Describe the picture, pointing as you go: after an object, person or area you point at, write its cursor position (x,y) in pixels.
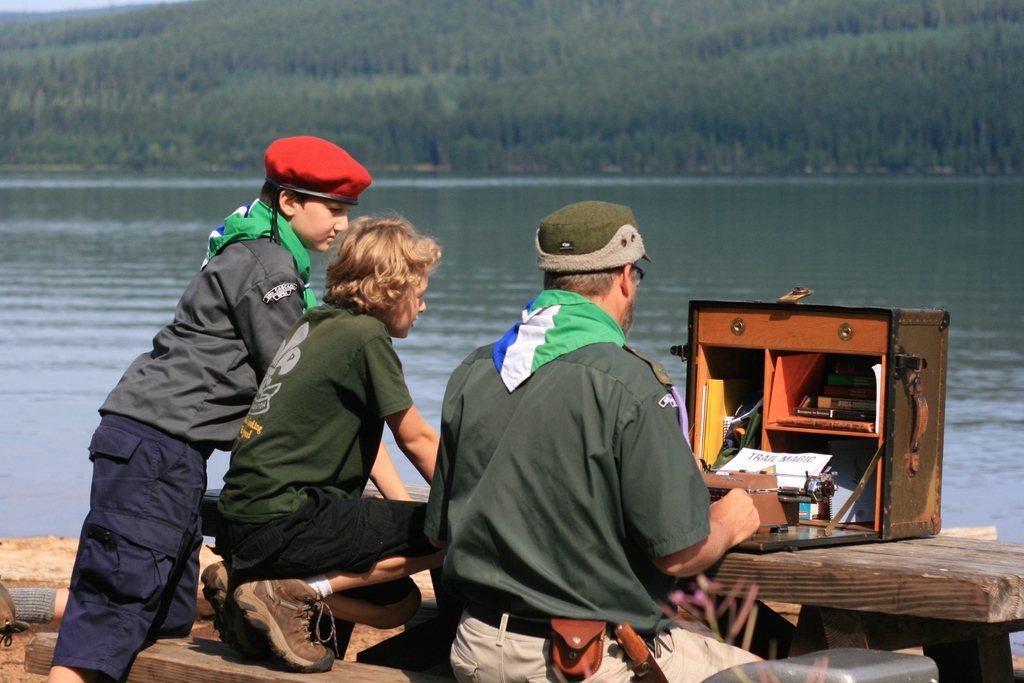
In this image there are three people (540,497) two of them are wearing caps (600,259), and on the right side of the image (770,395) there is one box (895,475) on a wooden board (807,555). In the box (910,370) there are some books (831,410), papers (780,461), files (714,388) and some objects (807,475). At the bottom (856,636) there are some wooden sticks (159,645), and at the bottom (34,587) there might be sand (21,638). And in the background (481,167) there is river (977,225) and some trees (340,83).
